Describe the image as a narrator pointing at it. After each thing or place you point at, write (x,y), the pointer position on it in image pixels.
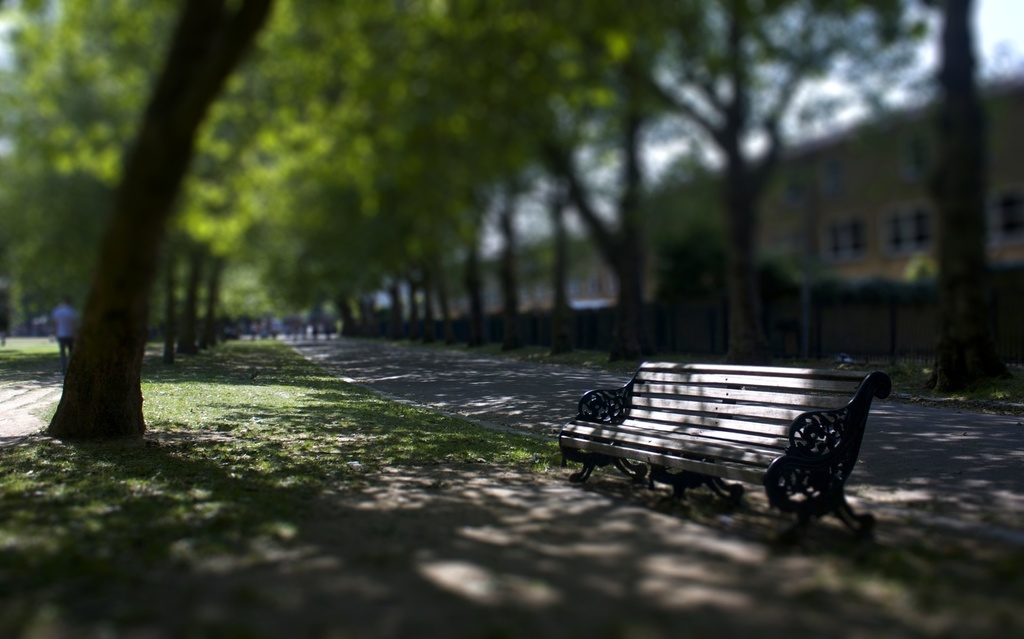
This picture is clicked outside. In the foreground (326,432) we can see the green grass (277,430) and a bench (748,429). On the right (756,213) we can see the buildings (933,245), trees (437,105) and some other objects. In the background (247,326) we can see the group of people (254,330) and many other objects (430,320).
